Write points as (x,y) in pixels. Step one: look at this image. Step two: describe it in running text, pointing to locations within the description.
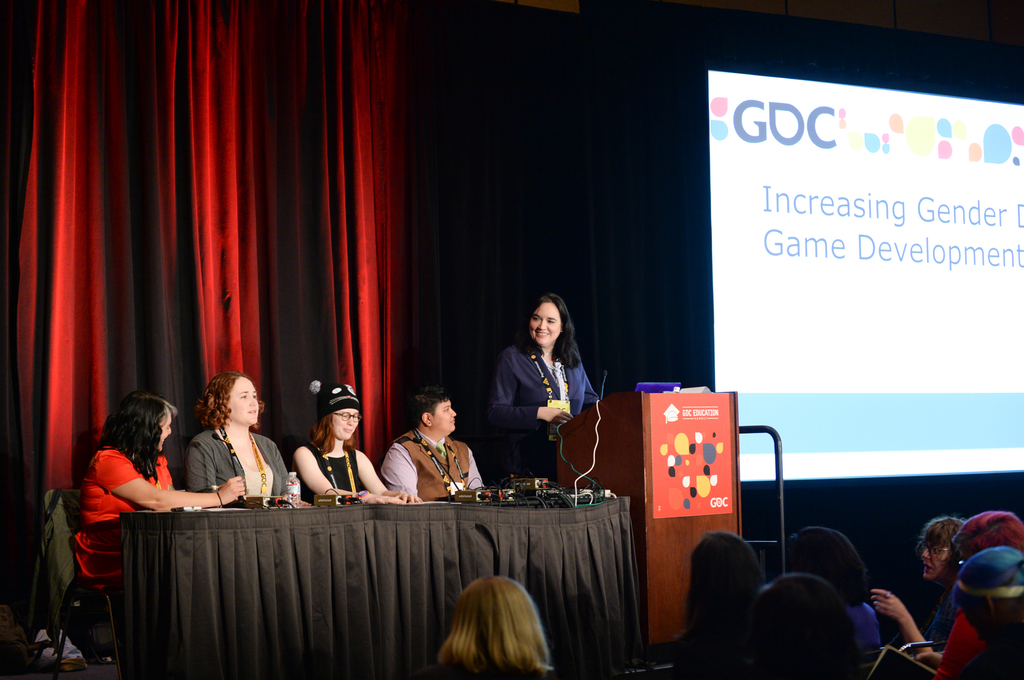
In this picture, we see four people (268,486) are sitting. In front of them, we see a table (374,620) which is covered with black color sheet (339,570). On the table (232,524), we see water bottle (293,481), books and cables (536,496). Beside them, we see a woman (549,399) in blue blazer (535,412) is standing in front of the podium (662,420). She is smiling. Behind her, we see a black color sheet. In the right bottom of the picture (856,577), we see people (978,608). On the right side (750,302), we see a projector screen (820,279) which is displaying something and in the background (643,190), it is black in color.
